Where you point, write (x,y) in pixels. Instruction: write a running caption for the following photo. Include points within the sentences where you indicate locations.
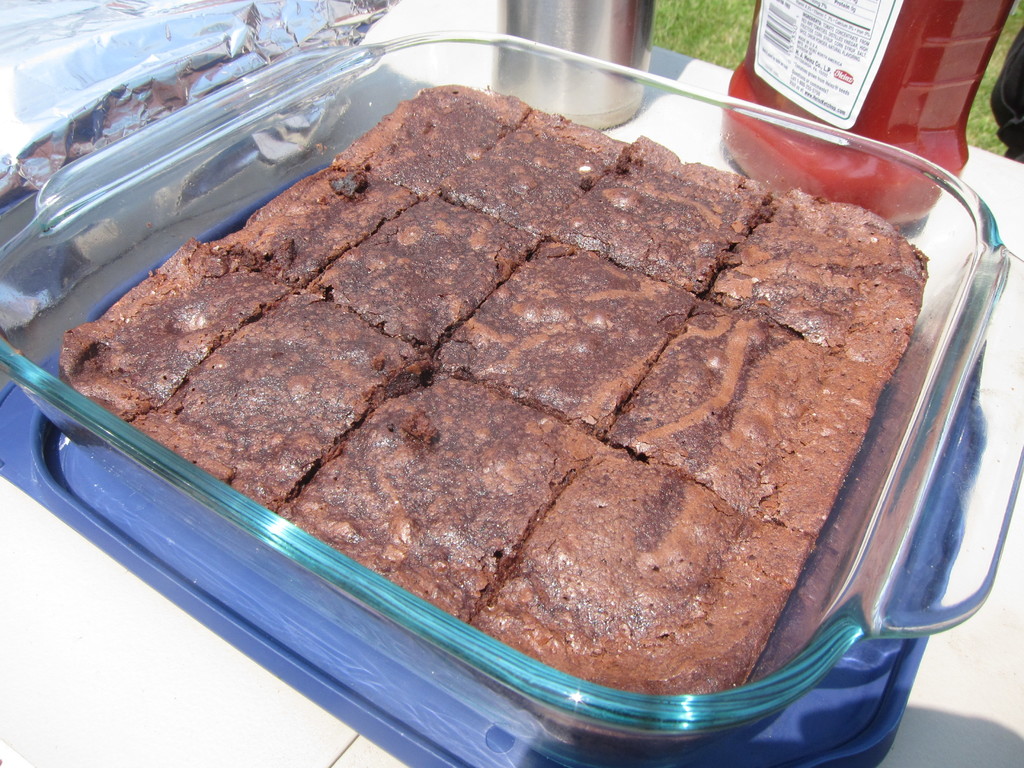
In the image we can see there is a chocolate (513,346) cut into square pieces (575,385) kept in the glass vessel (852,522) and the glass vessel (172,221) is kept on the table (999,730). There is a steel glass (622,45) and red juice bottle (941,77) kept on the table (977,184).
